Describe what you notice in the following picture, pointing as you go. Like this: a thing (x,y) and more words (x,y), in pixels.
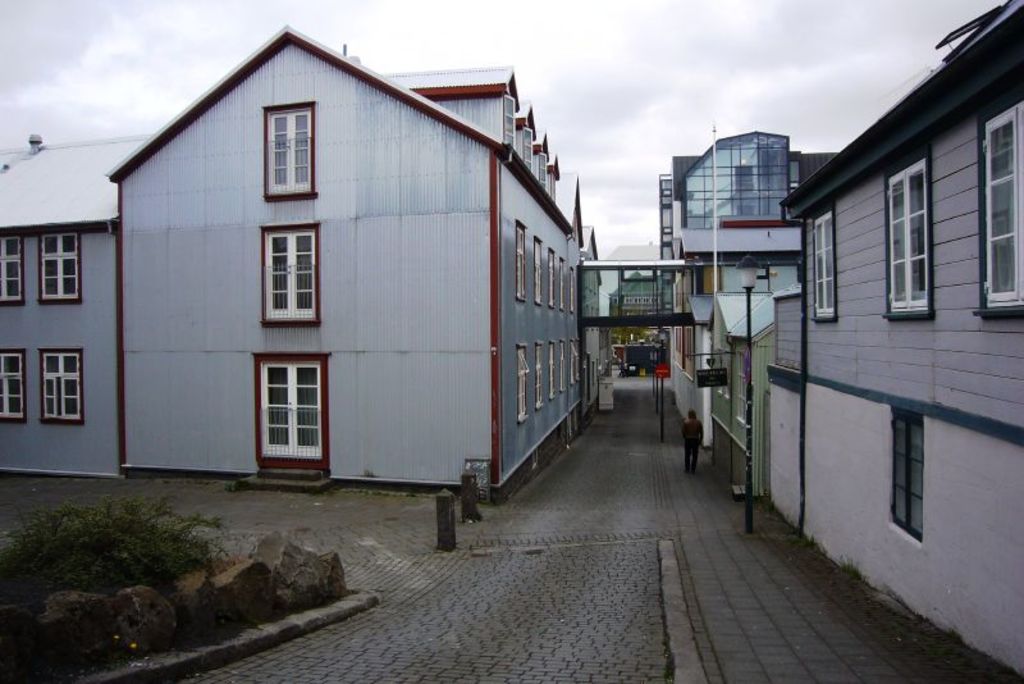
In this image we can see buildings (790,303), person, name boards (712,374), street lights (750,307) and other objects (627,351). In the background of the image (147,19) there is the sky (856,108). At the bottom of the image (514,620) there is the road (583,631), rocks (188,579), plants (63,538) and other objects (666,585).
